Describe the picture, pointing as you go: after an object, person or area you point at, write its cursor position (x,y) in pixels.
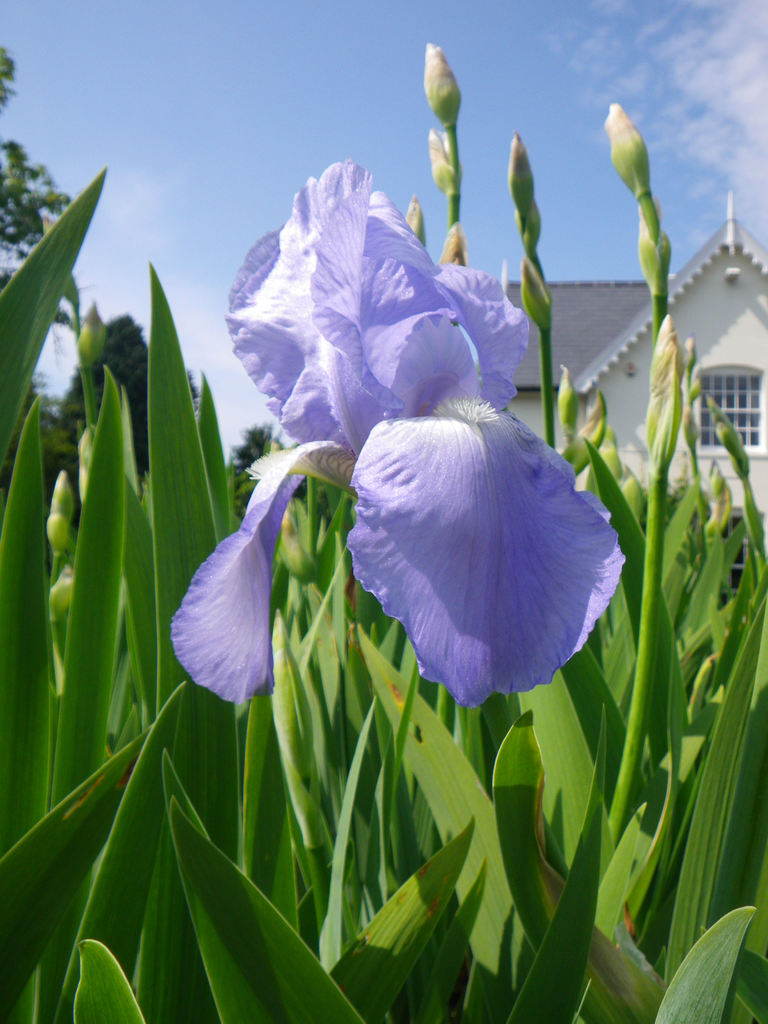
In the image there are few plants (195,697) and there is a flower (438,424) to the one of the plant (545,341), in the background (605,282) there is a house (715,369).
